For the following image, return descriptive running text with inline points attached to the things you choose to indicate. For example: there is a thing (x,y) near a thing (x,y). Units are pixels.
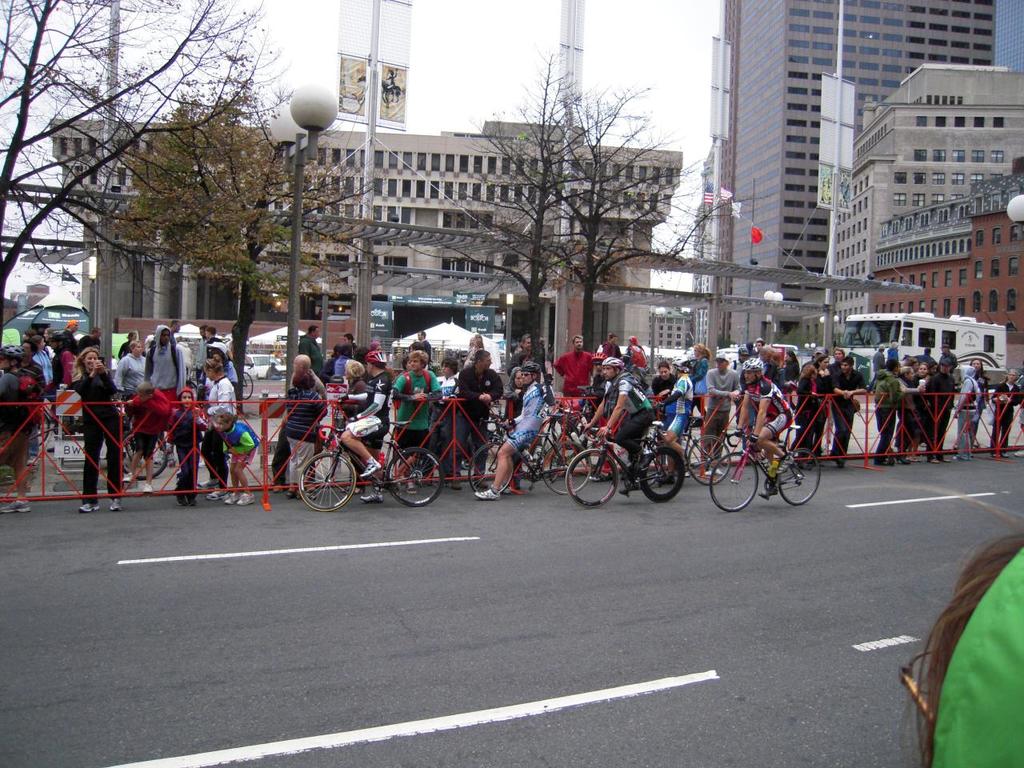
In this image I can see few people (772,475) are riding the bicycles (578,488) on the road (525,575) and few people (201,439) are standing and observing these people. At the back side (478,261) there are trees (587,232) and buildings (783,135), at the top (496,79) it is the sky (497,63).
